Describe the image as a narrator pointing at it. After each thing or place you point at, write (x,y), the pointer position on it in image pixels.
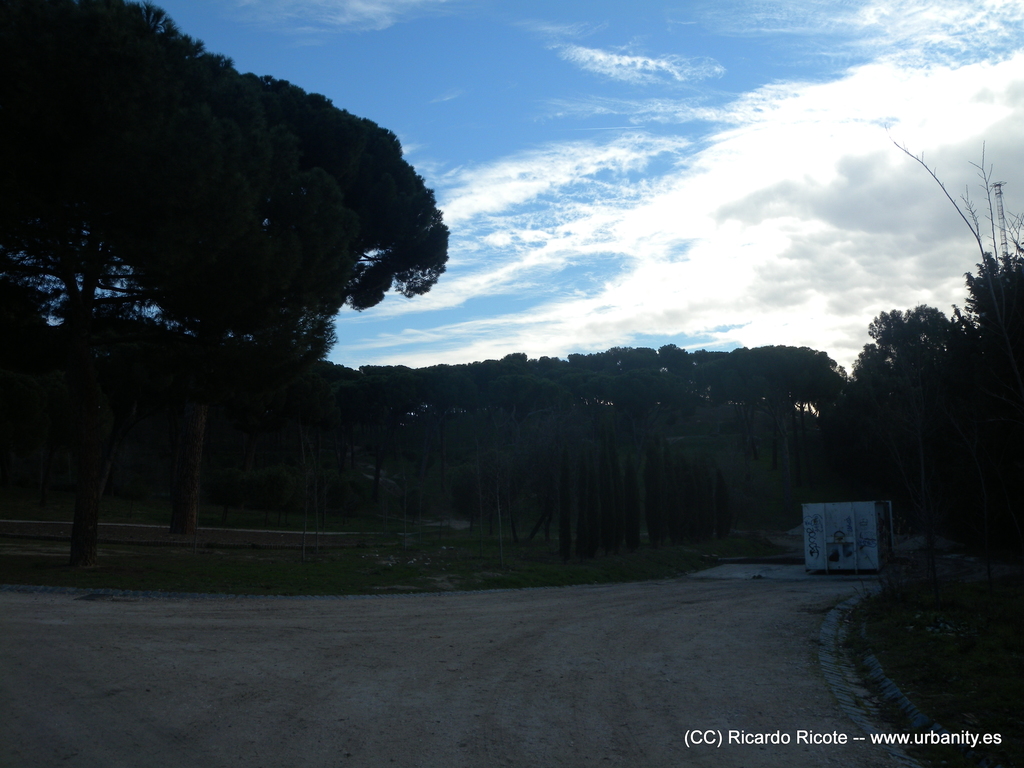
In this image there is a mud road (430,647) in the middle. In the background (452,433) there are so many trees (512,412). At the top (579,109) there is the sky (660,87). On the right side (837,534) there is a box (837,537) on the road (793,566).
